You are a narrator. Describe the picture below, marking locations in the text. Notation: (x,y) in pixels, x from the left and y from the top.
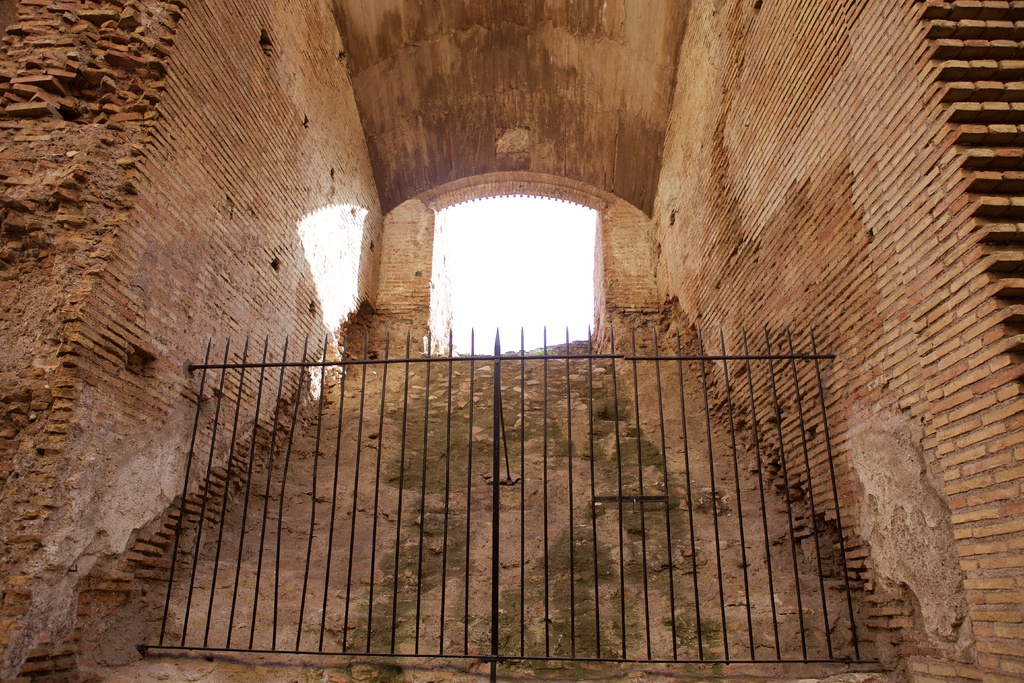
In this picture we can see grill (663,452) and brick walls (174,186).
